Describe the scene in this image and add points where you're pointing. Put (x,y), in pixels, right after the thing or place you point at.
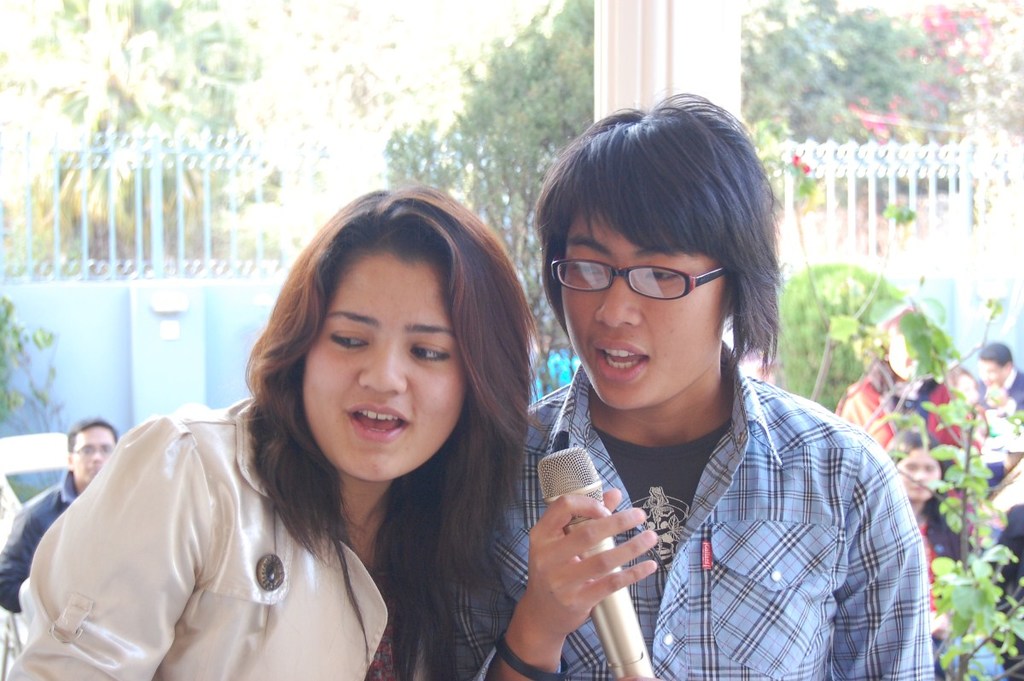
In the center (484,421) we can see two persons (423,546) were standing and holding microphone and they were smiling. In the background (365,152) we can see trees (563,93), pillar (631,47), wall (130,346) and few more persons (976,439) were standing.
